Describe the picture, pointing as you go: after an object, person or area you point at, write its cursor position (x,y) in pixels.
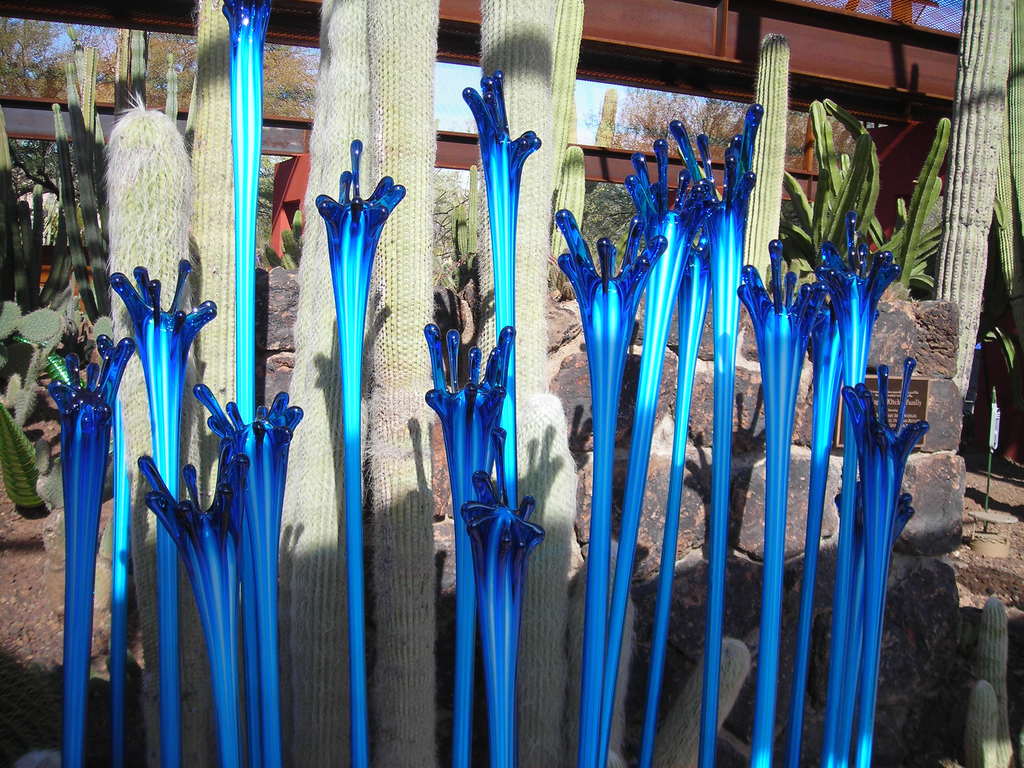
In this image there are cactus plants (402,518) in the middle (409,339). At the top (675,75) there are iron rods (644,66). There are blue color plastic flowers (672,568) in the middle (608,507). Behind them there is a stone wall (956,483).
